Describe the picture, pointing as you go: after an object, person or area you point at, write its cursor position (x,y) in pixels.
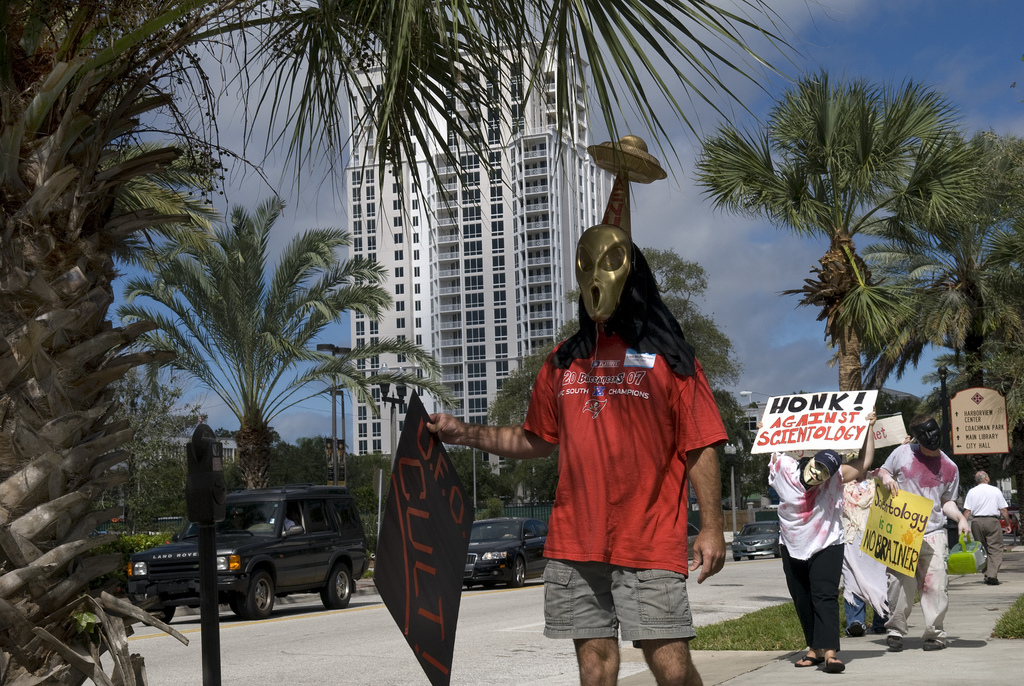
In this image I can see group of people (606,549) holding few boards (431,520) and they are wearing masks (934,430). In front (566,535) the person (642,463) is wearing red and gray color dress (586,517). Background (266,534) I can see few vehicles (254,520), light poles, trees (42,320) in green color, a building (387,274) in white color and the sky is in blue and white color.
